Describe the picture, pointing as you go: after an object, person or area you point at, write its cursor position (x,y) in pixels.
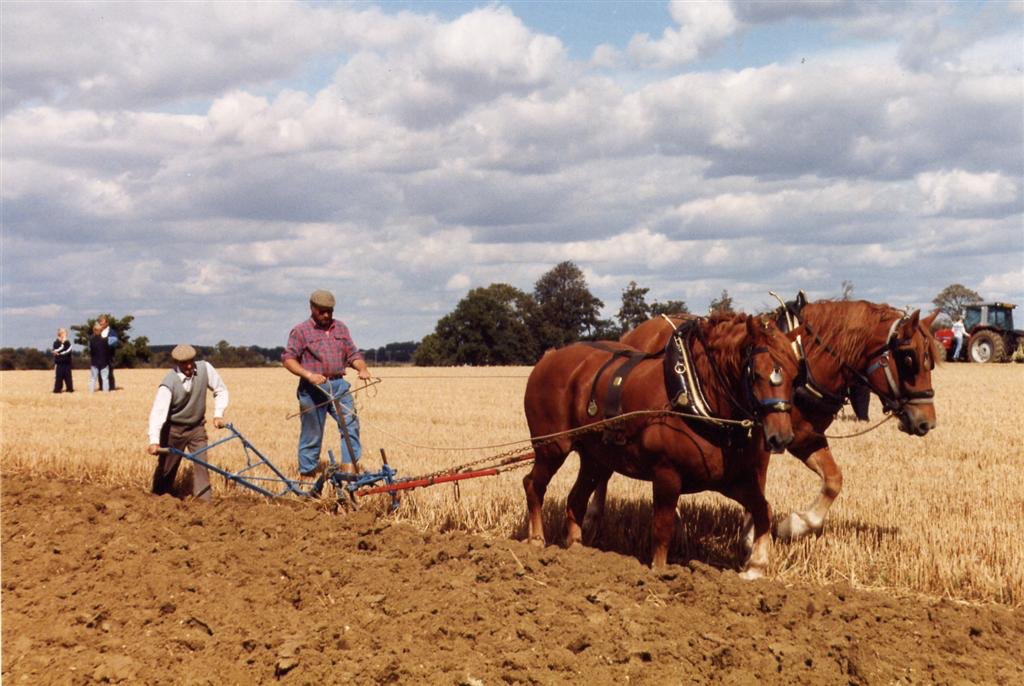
This picture is taken from outside city. In this image, on the right side (893,409), we can see two horses (735,494). On which its collar rope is held by a man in the middle (355,449). On the right side (999,346), we can also see a tractor (976,318), we can also see a person (958,332) standing in front of the tractor (998,329). On the right side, we can also see some trees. On the left side (101,321), we can see three people (104,338) standing on the grass (40,456). In the middle of the image (529,454), we can see some metal rod (470,472) and chains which are attached to a horse (712,384). In the background (194,345), we can see some trees (245,353) and plants (229,355). At the top (721,89), we can see a sky (524,48) which is a bit cloudy, at the bottom (988,543), we can see a grass (942,535) and a land (308,624) with some stones (389,608) and sand (193,576).
